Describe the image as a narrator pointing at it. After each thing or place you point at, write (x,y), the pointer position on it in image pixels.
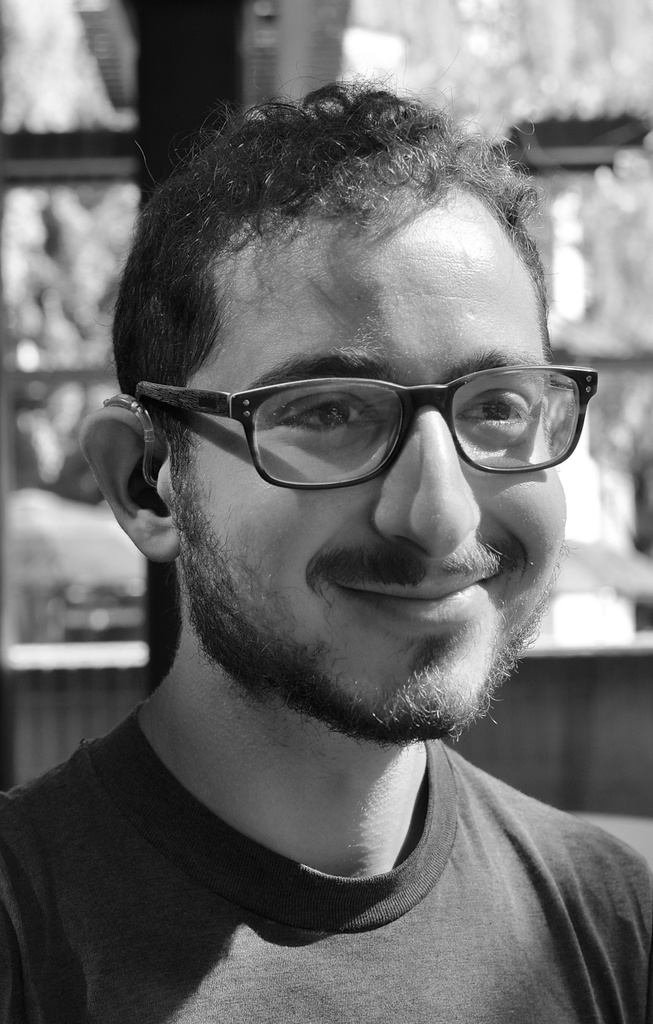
This is a black and white image, in this image there is a man (261,590), in the background (43,248) it is blurred.
